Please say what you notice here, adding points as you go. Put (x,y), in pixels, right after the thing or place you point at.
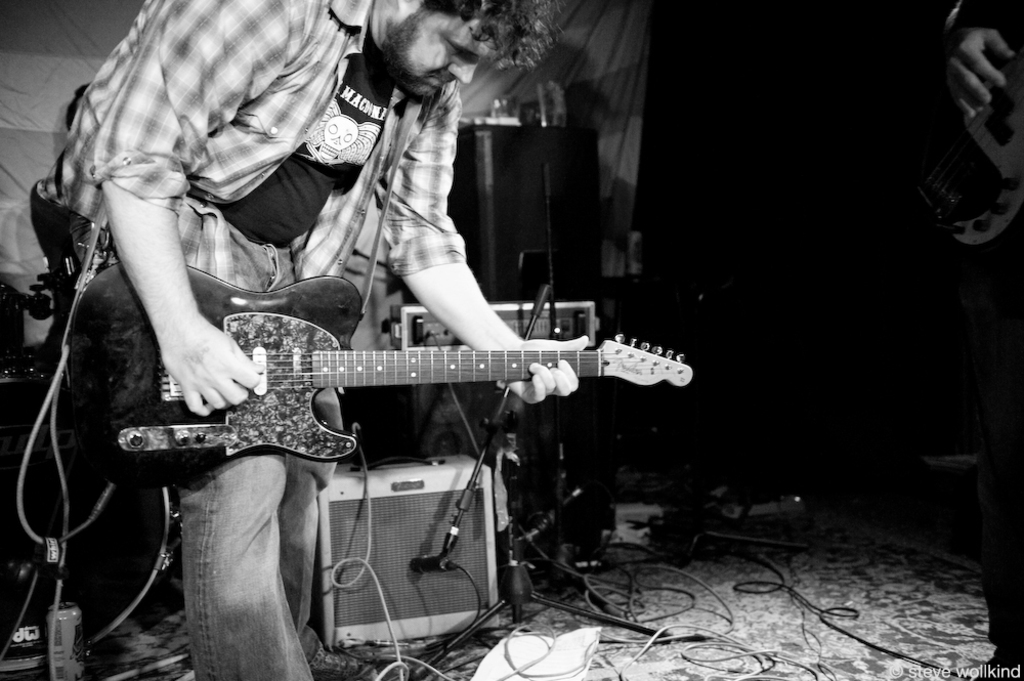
In this picture there is a man (377,155) who is playing a guitar (283,387) and he is wearing a check shirt (271,91). On the bottom (452,503) there is a musical instrument (398,523) and lots of wires (777,664) which are connected to the instrument (443,500). On the top right corner (950,15) there is an another man (1000,256) who is holding a guitar (1006,125).
